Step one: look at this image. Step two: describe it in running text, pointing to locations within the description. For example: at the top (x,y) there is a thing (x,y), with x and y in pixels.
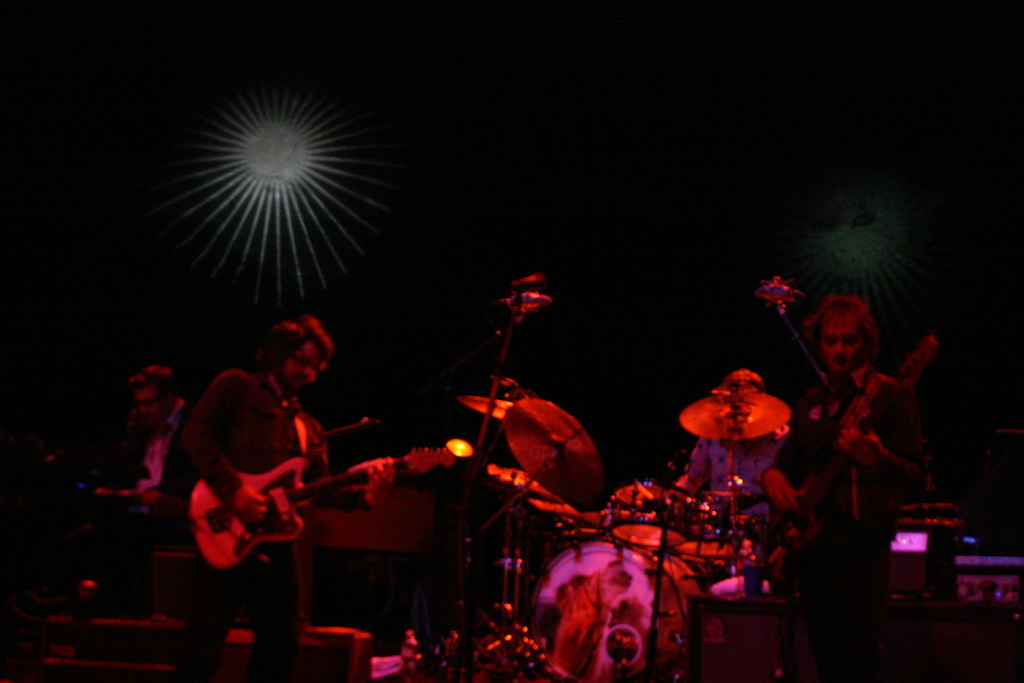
In this picture to the left (140,380) there is a man (127,448) sitting on the chair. In the middle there is a man (266,443) who is playing a guitar (297,499). To the right (878,473) there is a man (862,519) who is also playing a guitar (781,537). There is a person (715,479) who is sitting on the chair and playing an instrument (669,507).
